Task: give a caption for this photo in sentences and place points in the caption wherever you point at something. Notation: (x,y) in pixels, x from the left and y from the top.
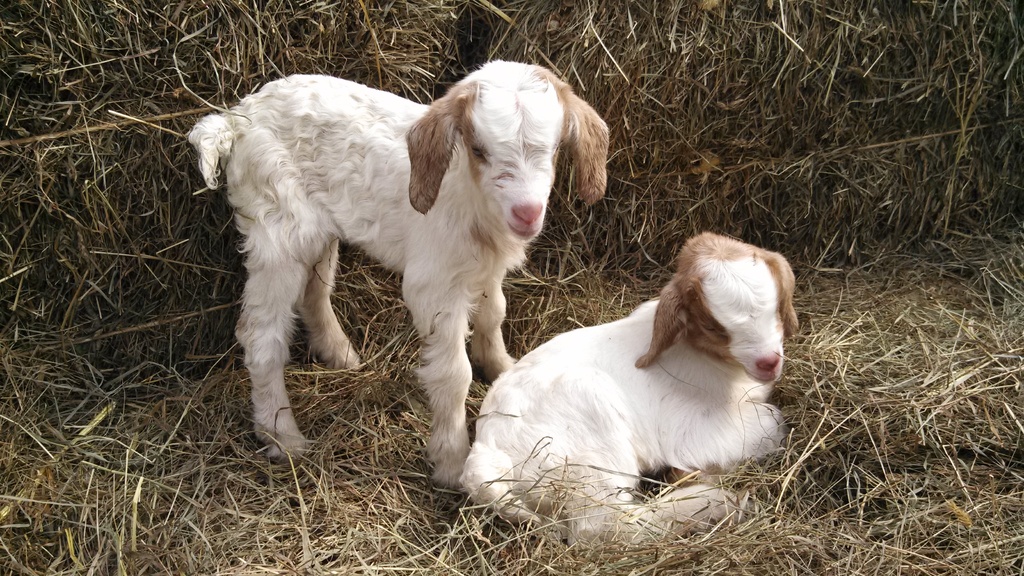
In this image, we can see goats (701,322) on the dry grass (404,451). Background (660,106) we can see bunches of grass (202,366).
